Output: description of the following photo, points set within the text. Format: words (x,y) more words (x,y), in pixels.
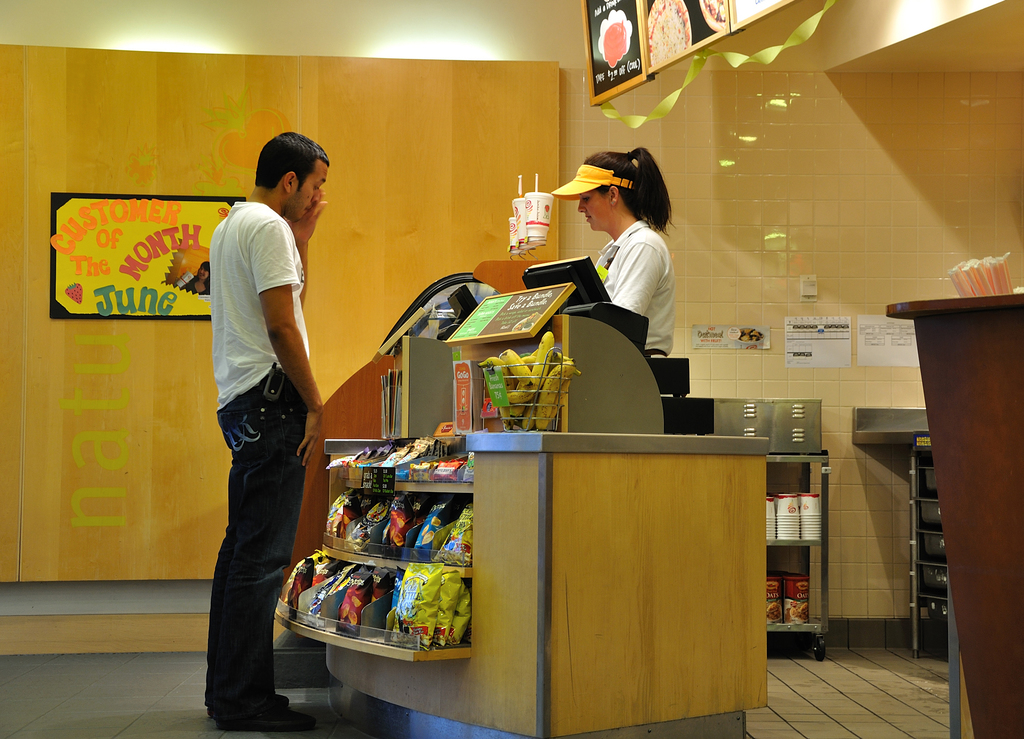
In this picture there is a man (323,153) who is standing near to the table (549,563). On the table (549,563) we can see cash register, packets (439,461) and other objects (497,410). On the right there is a woman (647,165) who is wearing cap (598,179) and t-shirt (617,244). In the background (480,259) we can see the poster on the wooden wall (479,232). In the top right corner (709,12) we can see other posters (677,29).
